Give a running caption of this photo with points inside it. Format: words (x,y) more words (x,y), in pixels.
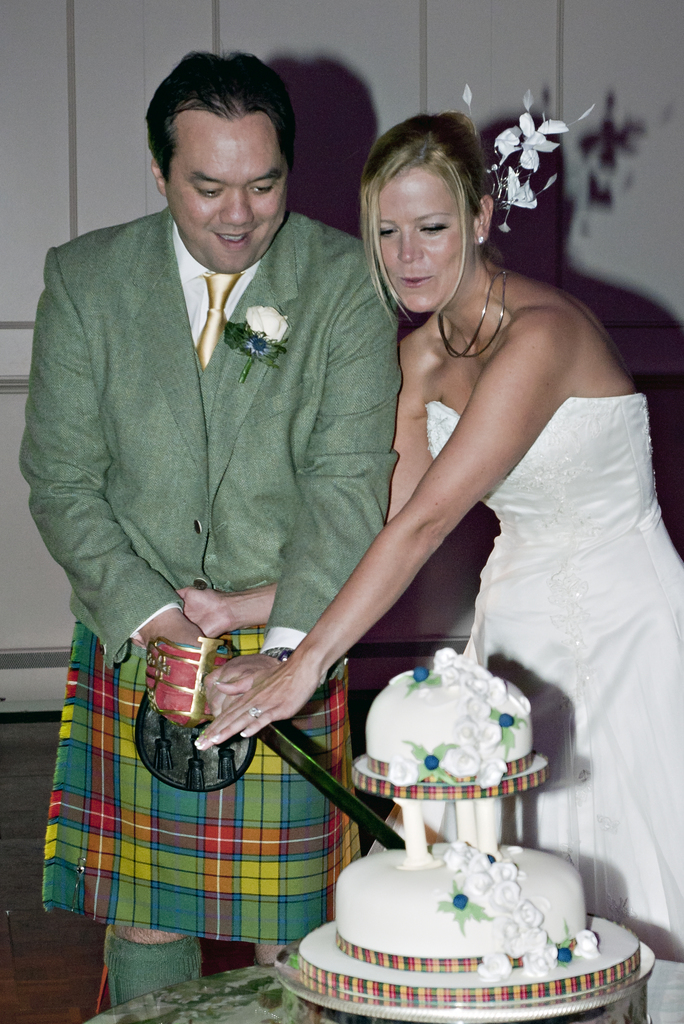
In this image, we can see persons (361,476) wearing clothes (198,475). There is a person (202,453) on the left side of the image (108,478) holding a sword (167,699) with his hands (233,675). There is a cake (474,777) at the bottom of the image (474,901).
